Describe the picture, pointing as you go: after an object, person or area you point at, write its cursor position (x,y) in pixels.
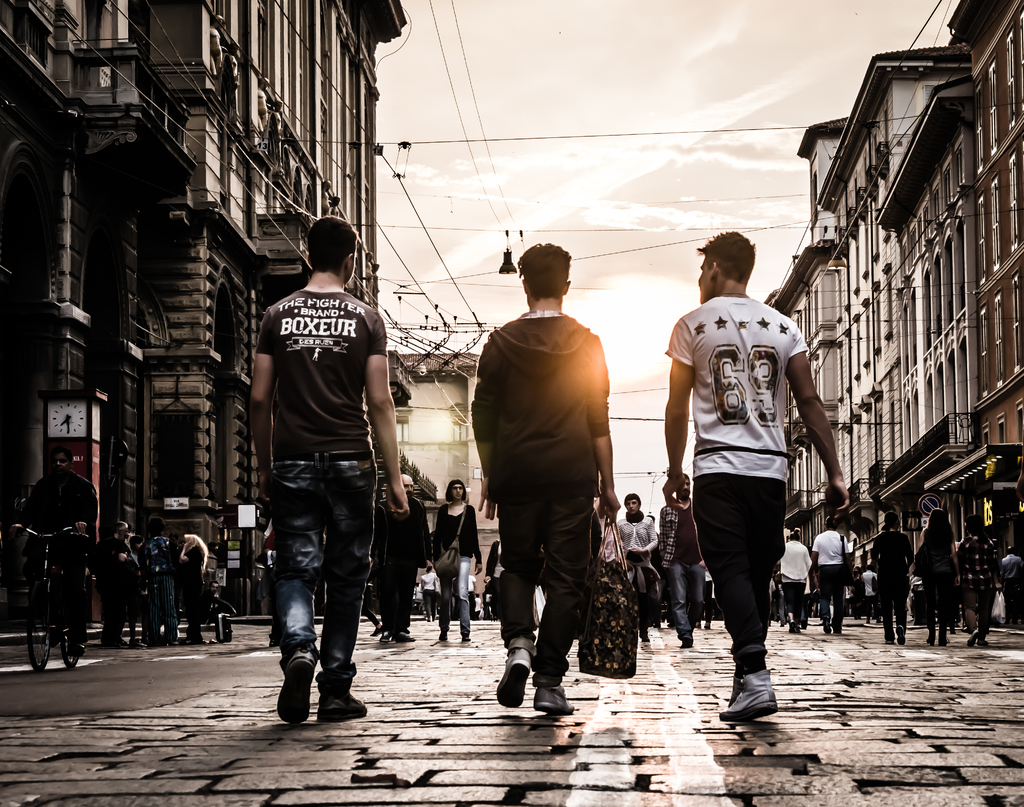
In this image we can see people (691,546) walking. To the left side of the image (76,491) there is a person (86,592) riding a bicycle (56,574). To the both sides of the image there are buildings (817,277). At the top of the image (599,40) there is sky (549,27). At the bottom of the image (479,710) there is road (58,781).
